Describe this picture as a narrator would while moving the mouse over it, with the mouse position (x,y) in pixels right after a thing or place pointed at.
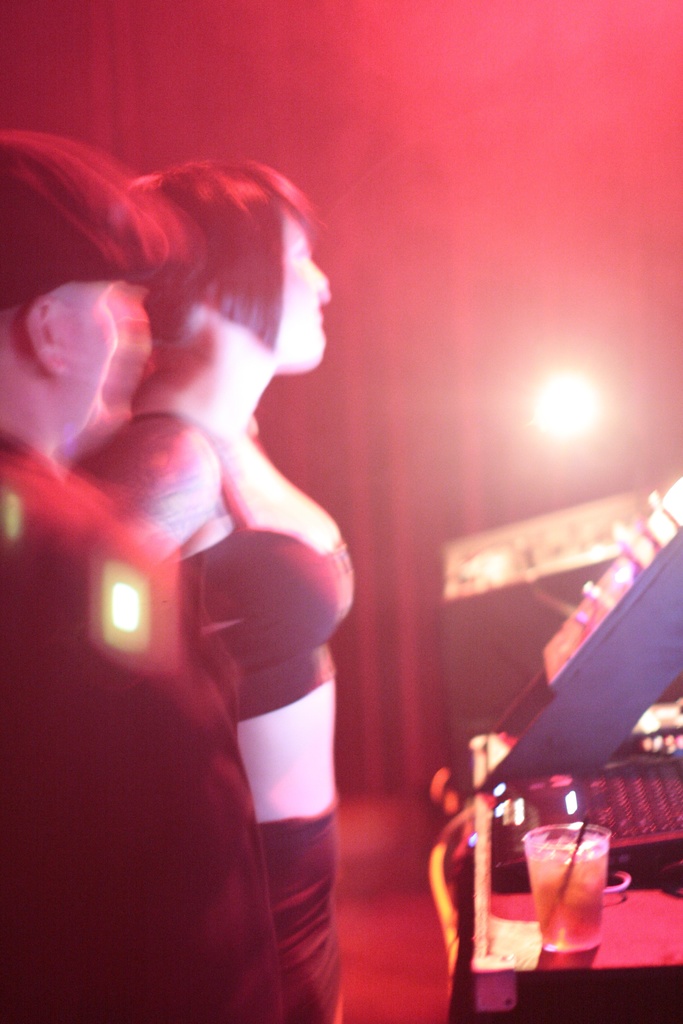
In the picture we can see man (156,787) and woman (254,589) wearing black color dress (156,600) standing in front of them there is laptop (592,788), glass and some other electronic device (561,792) and in the background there is light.
